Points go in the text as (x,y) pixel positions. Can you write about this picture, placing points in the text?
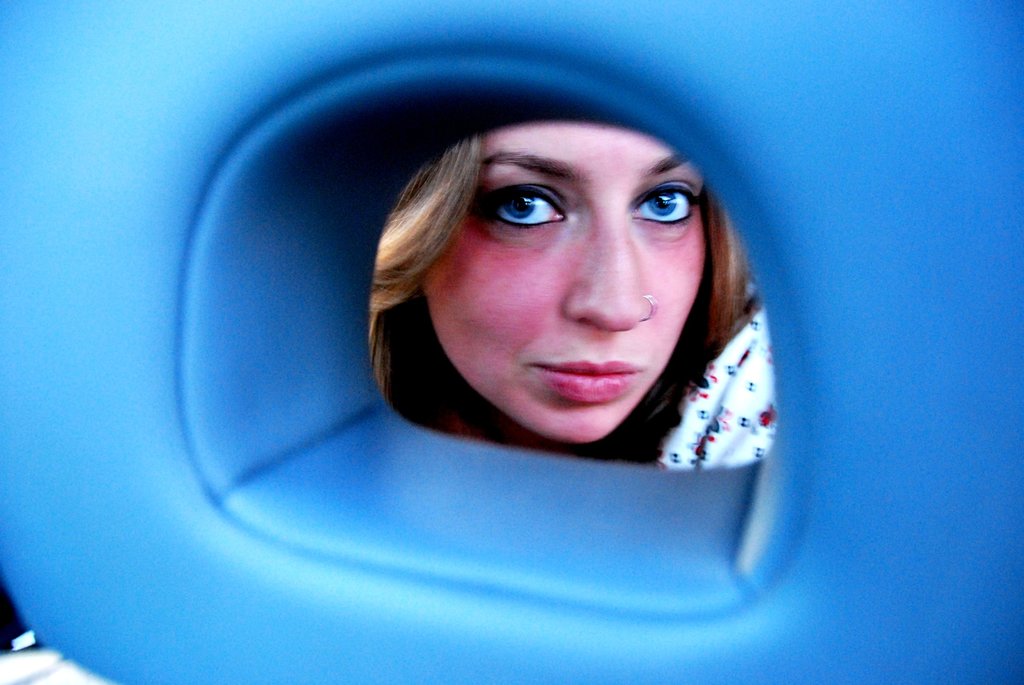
In the picture we can see a blue substance (844,368) and a hole (366,409) in it and from it we can see a woman's face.
